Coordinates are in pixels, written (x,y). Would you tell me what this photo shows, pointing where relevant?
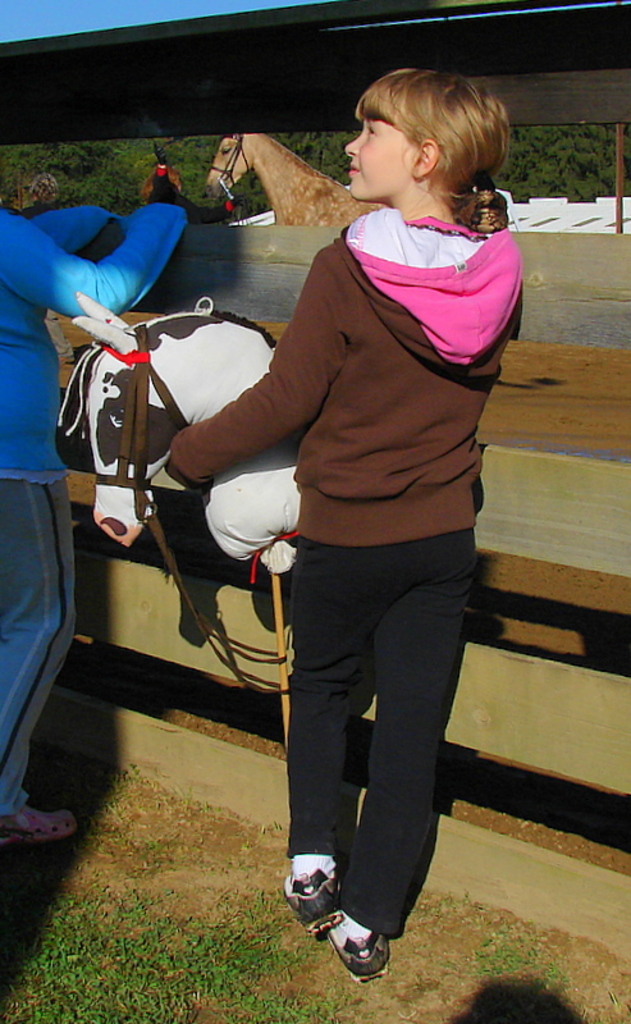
There is a girl (379,316) holding a doll of a horse (183,399). On the left side (29,330) there is another person (44,330) standing. On the ground (575,444) there are grasses (146,952). Near to them there is a fencing (596,499). In the back (268,180) there is a horse (301,190). Also there are trees (175,152) and sky (140,3) in the background (115,6).
